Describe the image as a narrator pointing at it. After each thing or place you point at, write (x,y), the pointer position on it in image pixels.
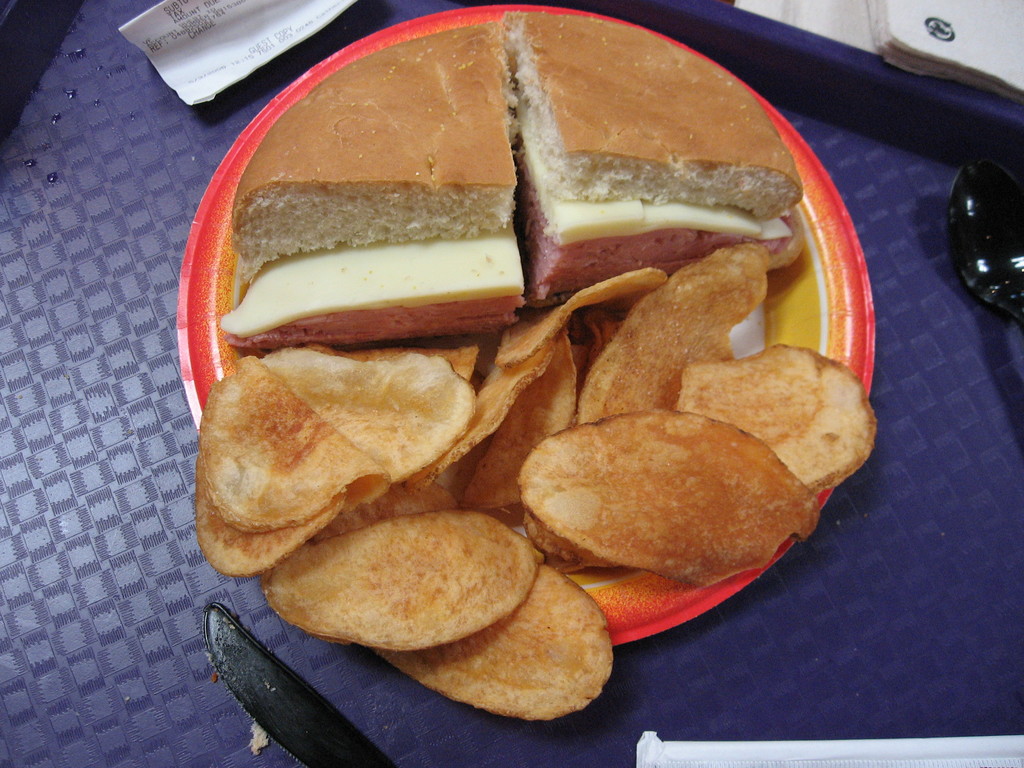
In this image we can see bread (536,144) and chips (526,515) on plate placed on the table (96,598). On the table (96,598) we can see paper (239,45) and napkins (880,38).
